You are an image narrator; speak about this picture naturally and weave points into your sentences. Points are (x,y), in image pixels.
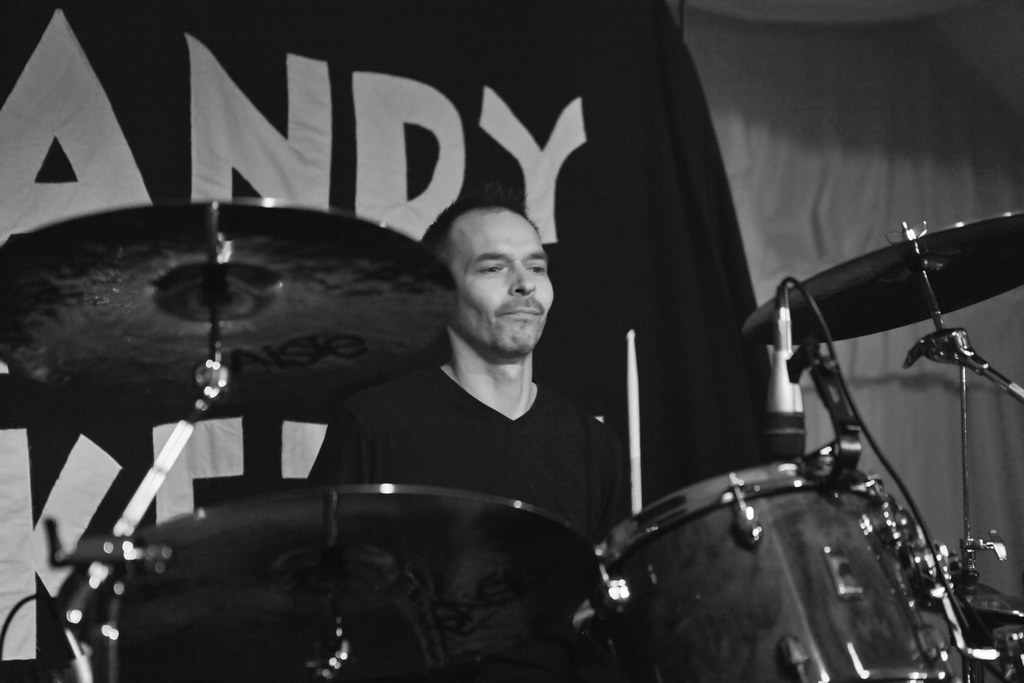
At the bottom of the image (143,590) we can see some drums (262,663). Behind the drums (177,330) a person (532,246) is sitting. Behind him there is a banner (294,116).
